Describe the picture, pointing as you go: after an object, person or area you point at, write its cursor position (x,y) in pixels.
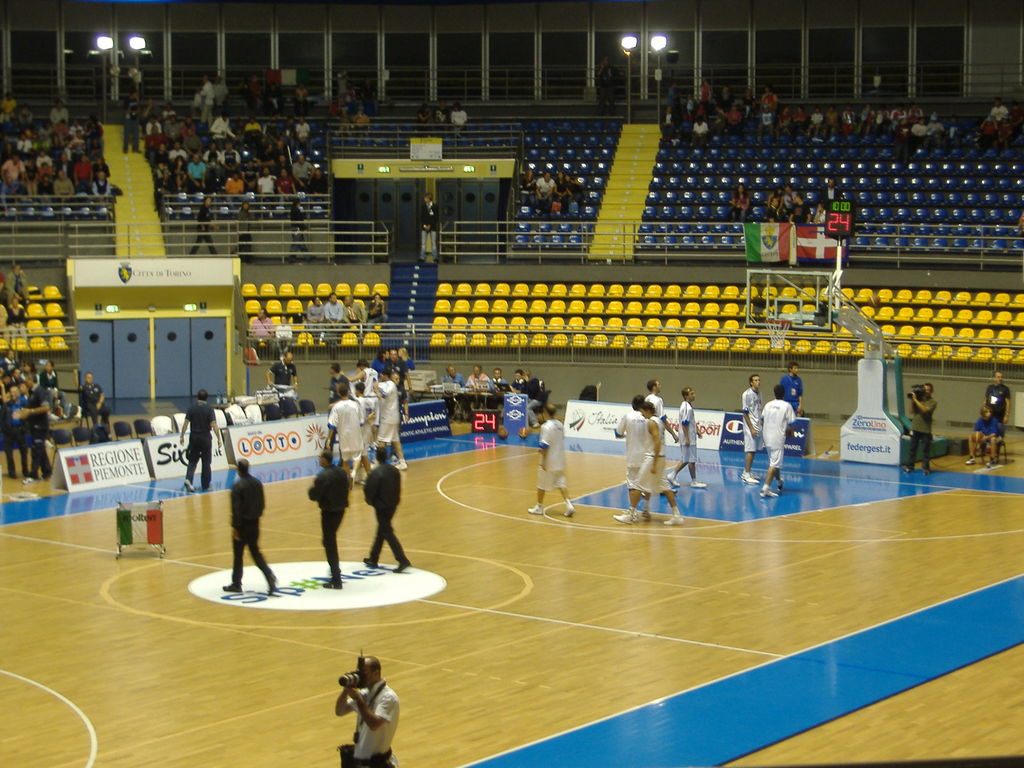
In this picture we can see basketball court (524,693). Here we can see players (781,425) who are wearing white dress (691,423). In the center of the court (416,513) we can see three persons (367,483) wearing black dress (343,501). On the top left corner (291,178) we can see audience (31,138) was sitting on the chair (311,156) and watching the game. Here we can see fencing (546,233) and stairs (428,286) near to the entrance (397,230). At the top (873,34) we can see lights (629,52) and windows (762,64). On the right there is a man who is holding camera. Here we can see timer (495,419). On the bottom (368,742) we can see another man (372,705) who is holding a camera (344,678).
